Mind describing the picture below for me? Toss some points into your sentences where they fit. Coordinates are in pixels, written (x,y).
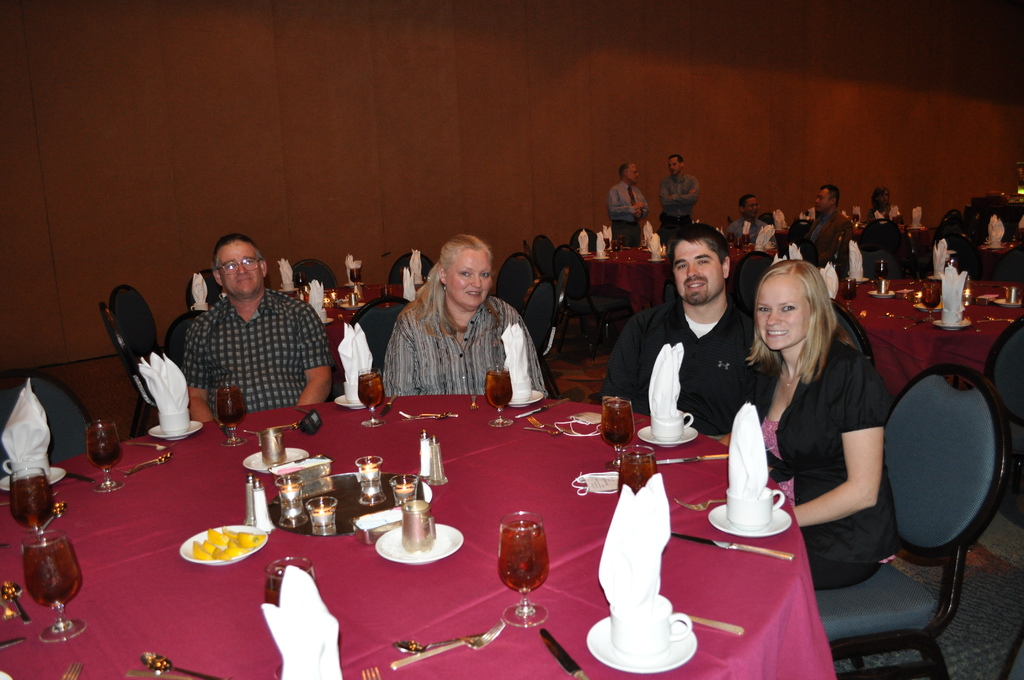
This image is clicked in a restaurant (618,472) where there are so many tables (635,414) and chairs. People (688,317) are sitting on chair (190,310) around the tables (519,485). On table (545,472) there are plates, glasses (541,568), fork (489,629), spoon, knife (561,658), napkins (156,380).
